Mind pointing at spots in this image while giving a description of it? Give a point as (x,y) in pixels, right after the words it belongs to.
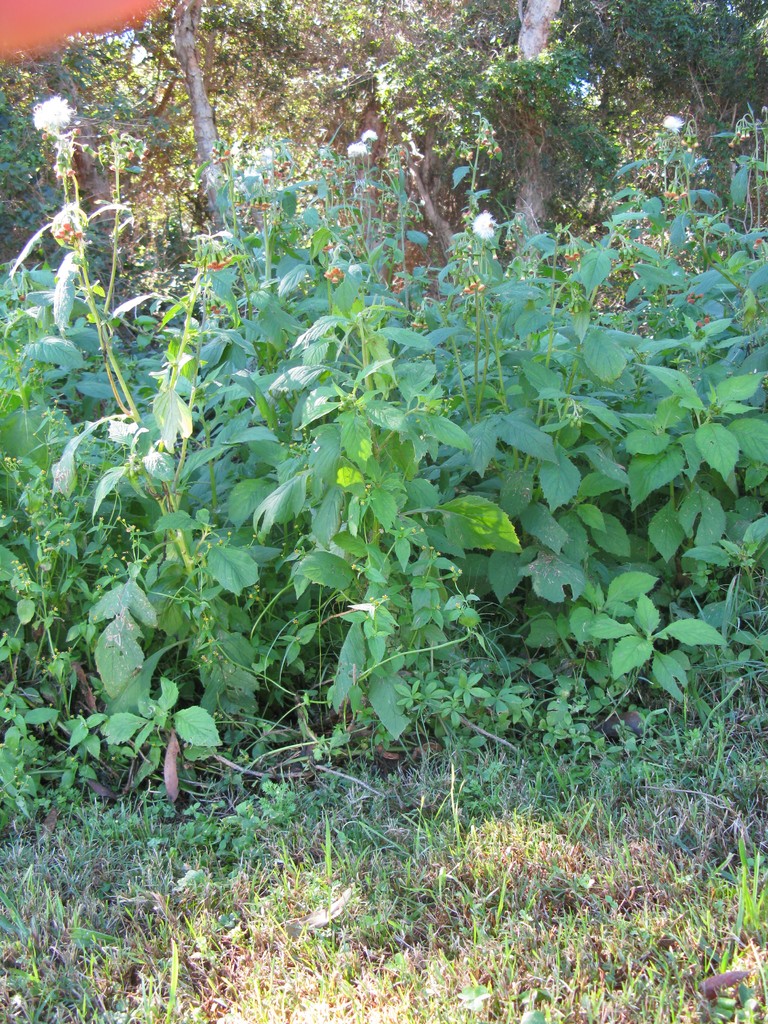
In this image we can see group of plants (430,608) on the ground (179,832). In the background (23,91) we can see group of trees (436,65).
